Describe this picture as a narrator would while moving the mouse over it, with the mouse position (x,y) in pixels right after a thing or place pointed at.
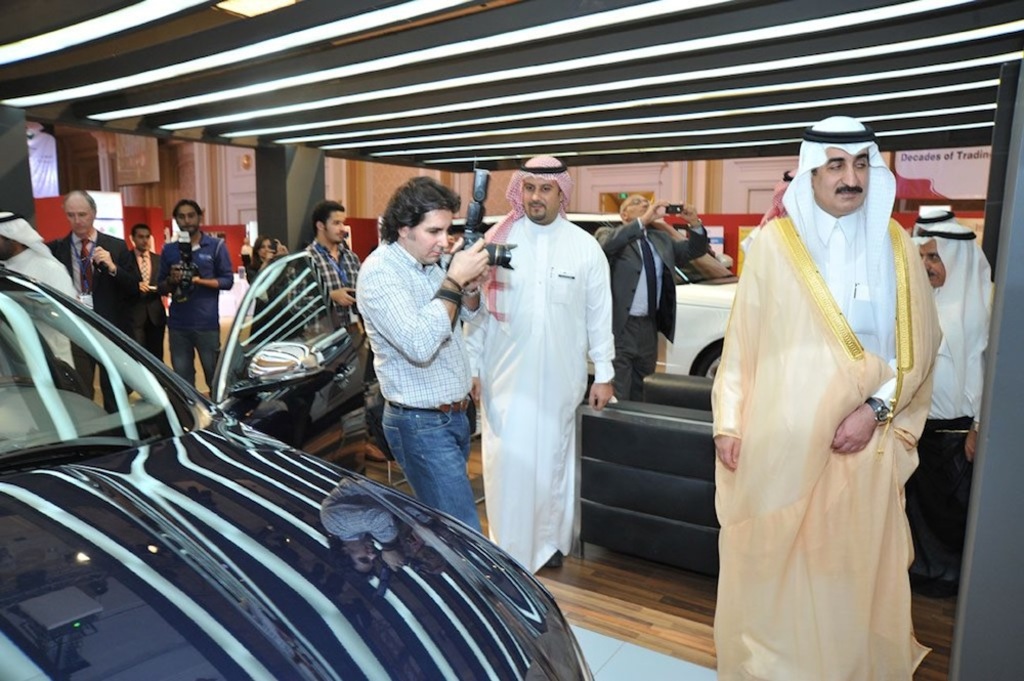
In the foreground of the image (133,341) there is a car (176,376). There are people (534,283) standing. At the top of the image (460,120) there is ceiling (309,79). In the background of the image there is wall (608,184). There are cars (607,221). At the bottom of the image (624,638) there is wooden flooring (623,626).
